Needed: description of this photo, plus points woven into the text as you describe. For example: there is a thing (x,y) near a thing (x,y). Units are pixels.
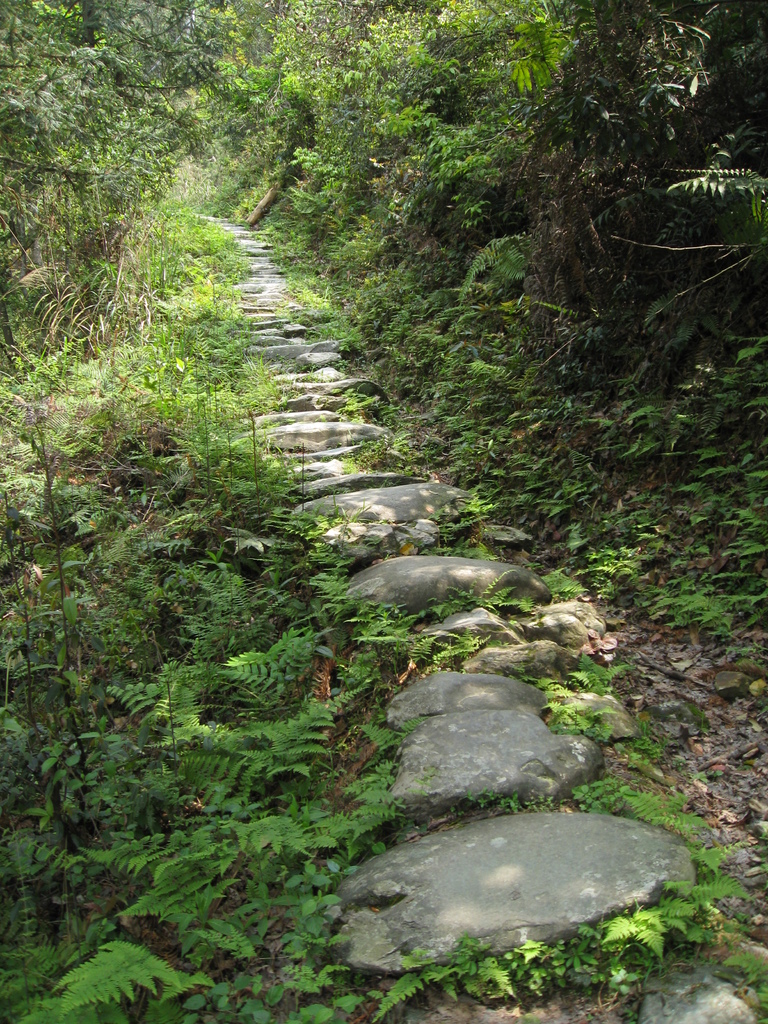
This image consists of so many plants (51,177) and trees (44,128). There are some rocks (408,864) in the middle (315,405). This looks like a way (598,767).
